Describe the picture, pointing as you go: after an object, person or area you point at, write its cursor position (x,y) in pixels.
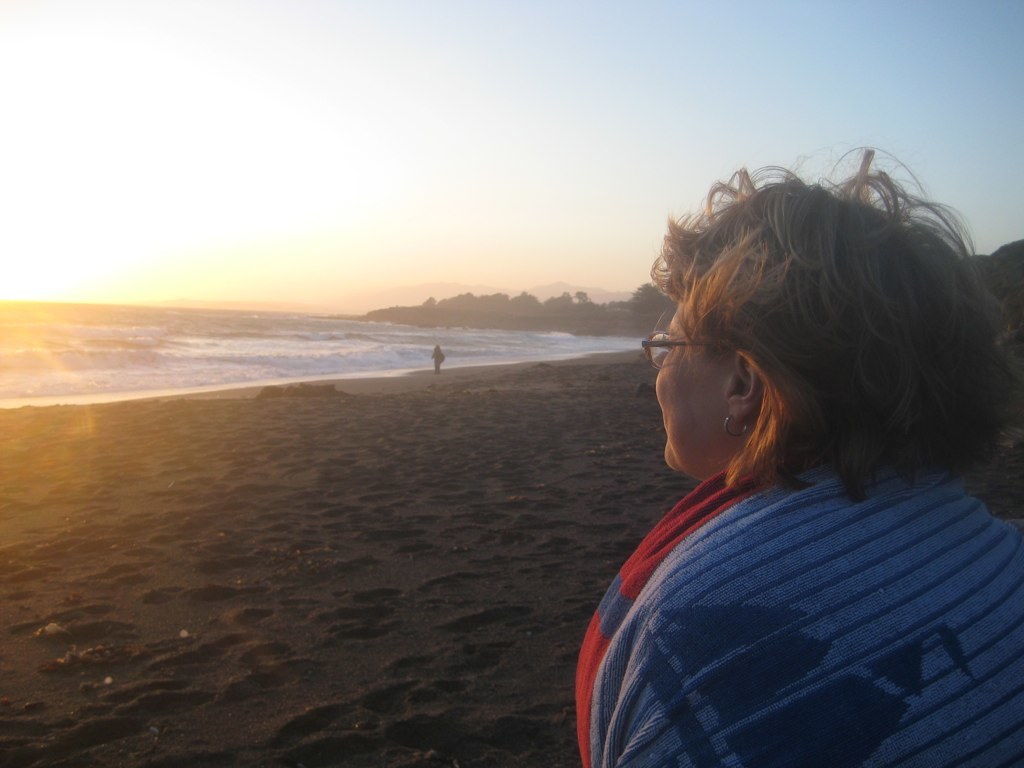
In this image we can see a woman (630,708) wearing red color scarf (634,566) is standing here. Here we can see a person (440,356) standing on the sand (538,460), we can see water (185,352), trees (514,311), hills (422,291), sun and the sky (397,138) in the background (397,138).
